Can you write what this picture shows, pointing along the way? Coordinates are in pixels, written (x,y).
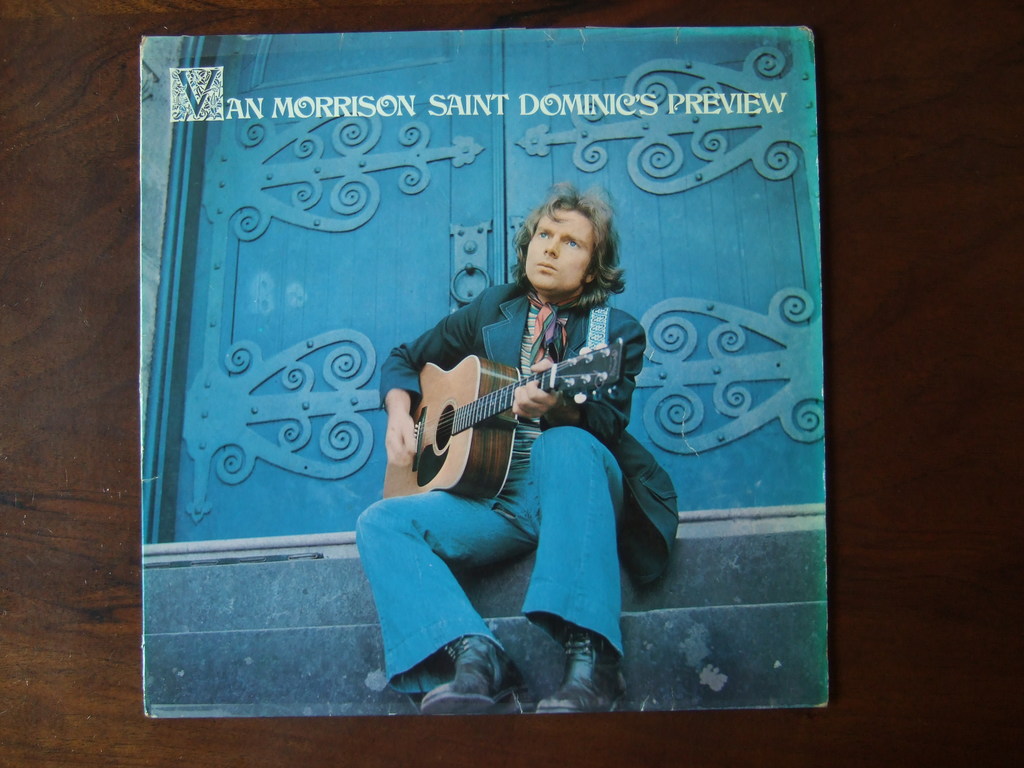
In this image, we can see photo (709,276) of a picture (748,544) contains a person (483,340) wearing clothes (555,510) and playing a guitar (463,445) in front of the door (685,199). There is a text (219,119) at the top of the image (290,113).
